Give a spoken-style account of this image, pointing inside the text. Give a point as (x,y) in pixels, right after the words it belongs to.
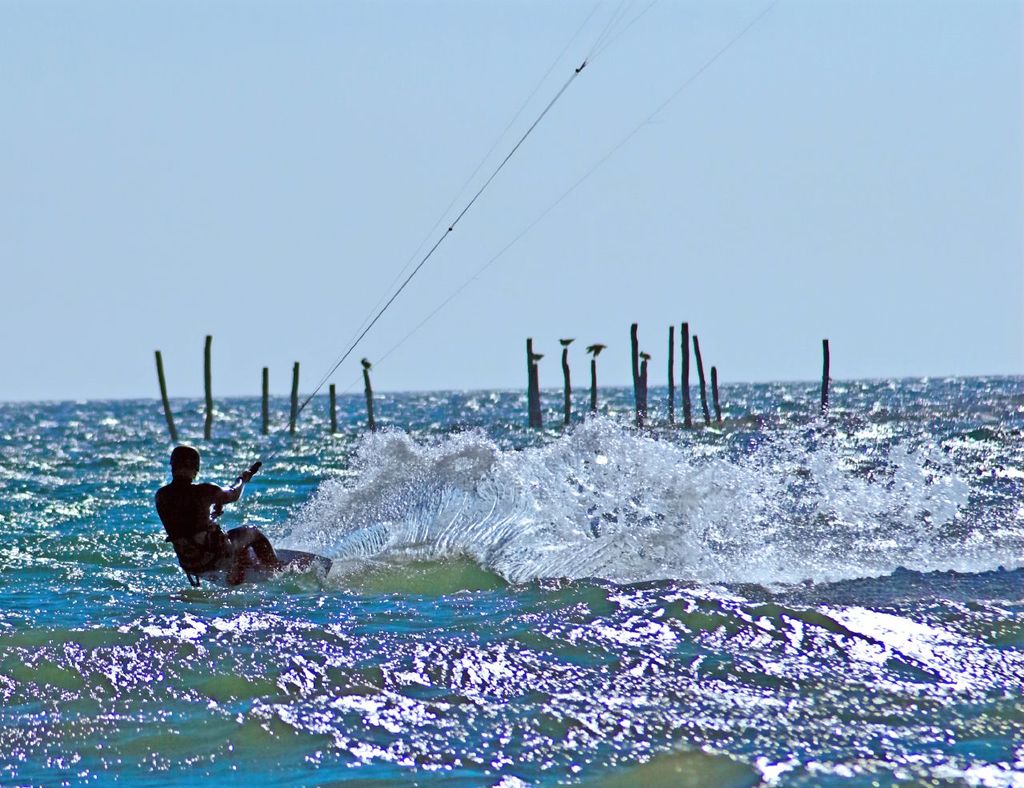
To the bottom of the image (287,576) there is water (308,583). In the water (294,581) there is a man (184,467) with a surfboard (300,558). He is holding the rope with his hands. And in the middle of the water (201,399) there are stick poles (672,395).
